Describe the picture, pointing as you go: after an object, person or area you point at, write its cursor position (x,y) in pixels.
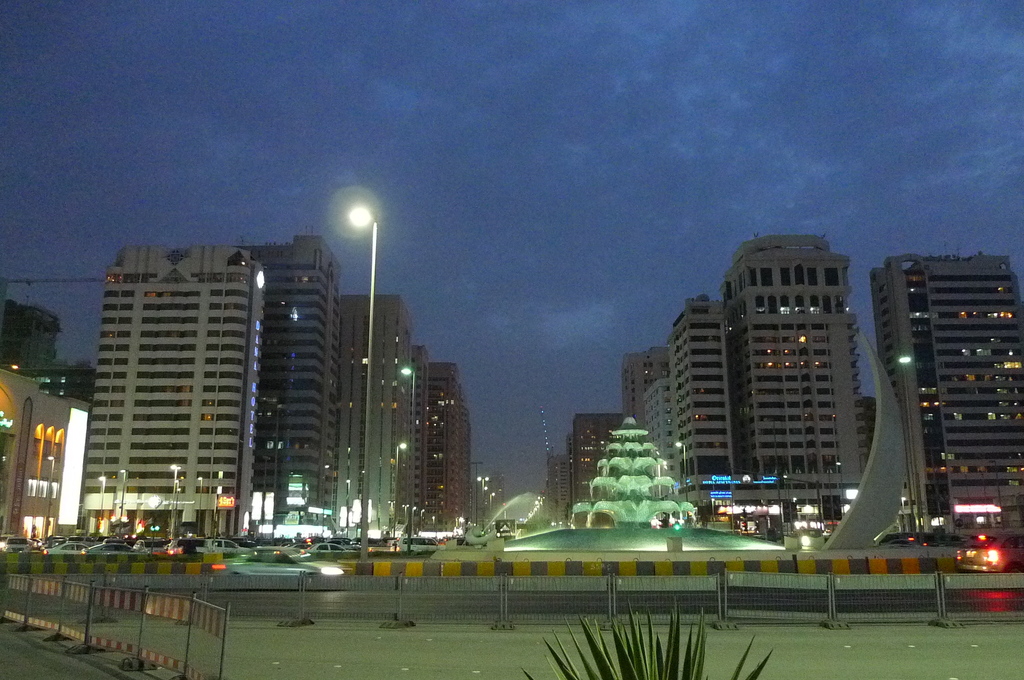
In the picture there are many buildings (408,392) and there are also plenty of vehicles (157,547) around those buildings (384,526) on the road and in the front (608,518) there is a beautiful fountain (595,479) and in front of the fountain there is a fencing (272,586) and also a plant (669,637).
